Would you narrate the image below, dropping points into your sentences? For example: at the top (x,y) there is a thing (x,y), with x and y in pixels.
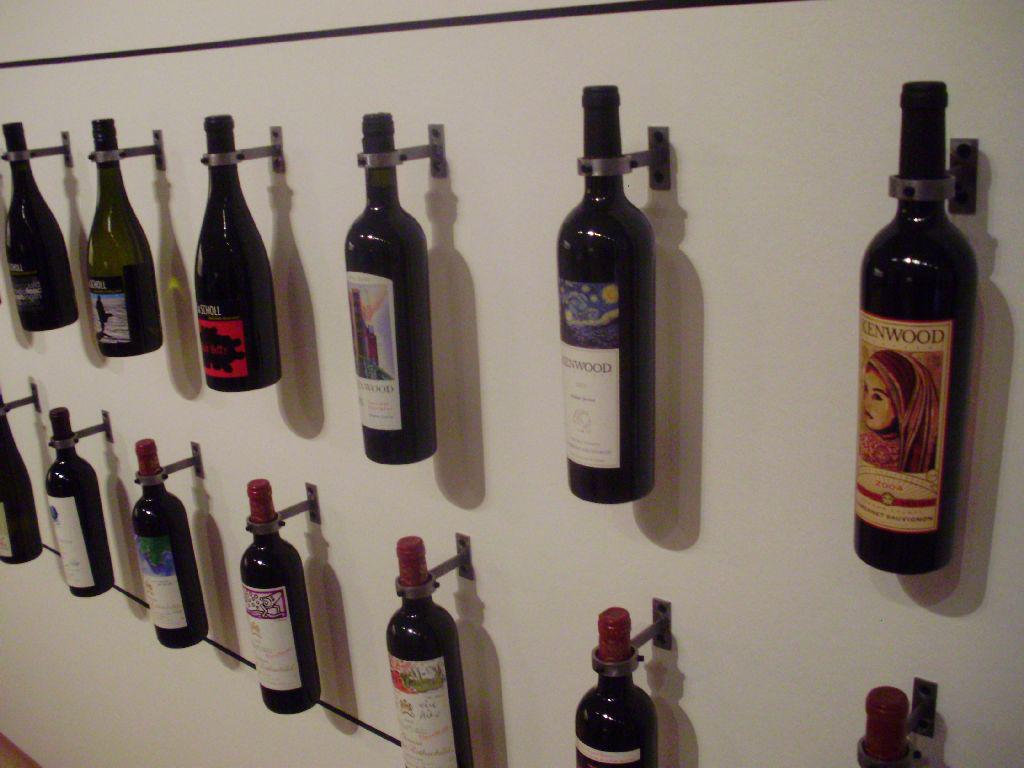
This picture shows few wine bottles (410,764) hanging on the board (56,74).
